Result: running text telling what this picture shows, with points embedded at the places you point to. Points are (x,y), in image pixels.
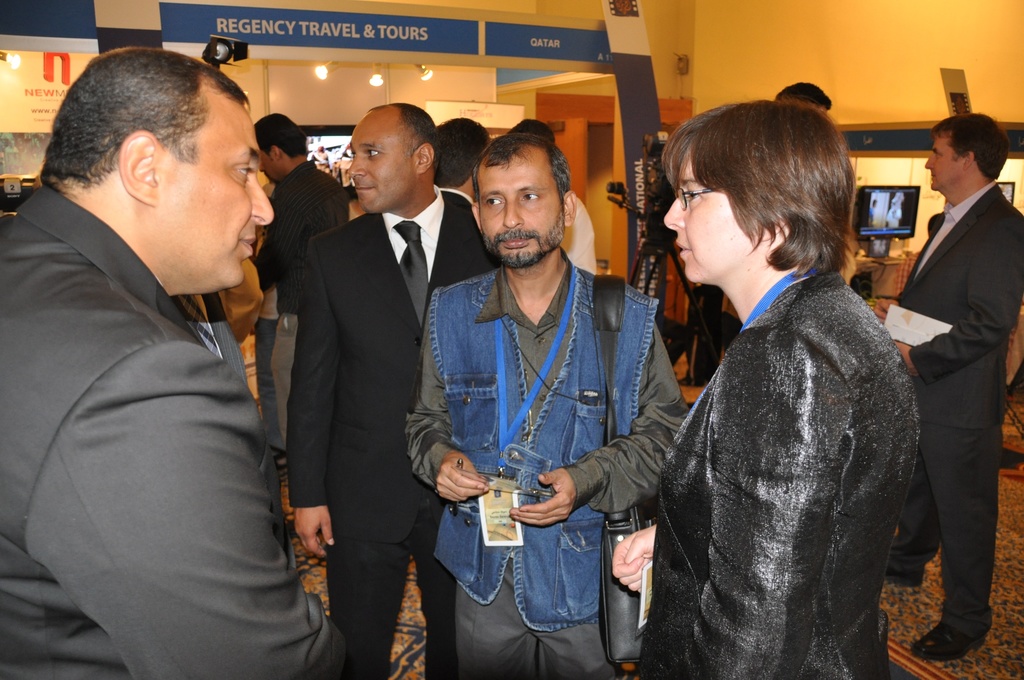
In this picture, we see many people (481,271) are standing. The man (578,282) in the middle of the picture (495,367) wearing blue coat (458,532) is wearing a black bag (620,633) and he is holding a pen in his hand (465,488). Behind him, we see a man (418,259) in white shirt (426,239) and black blazer (384,321) is standing and he is smiling. On the right side (802,137), we see people (843,224) are standing. Behind them, we see a monitor (900,221) is placed on the table (863,258). Behind that, we see a wall (769,55). In the background (796,54), we see a wall (331,101). At the top of the picture (552,36), we see a thin board (207,32) in blue color with some text (273,22) written on it.
